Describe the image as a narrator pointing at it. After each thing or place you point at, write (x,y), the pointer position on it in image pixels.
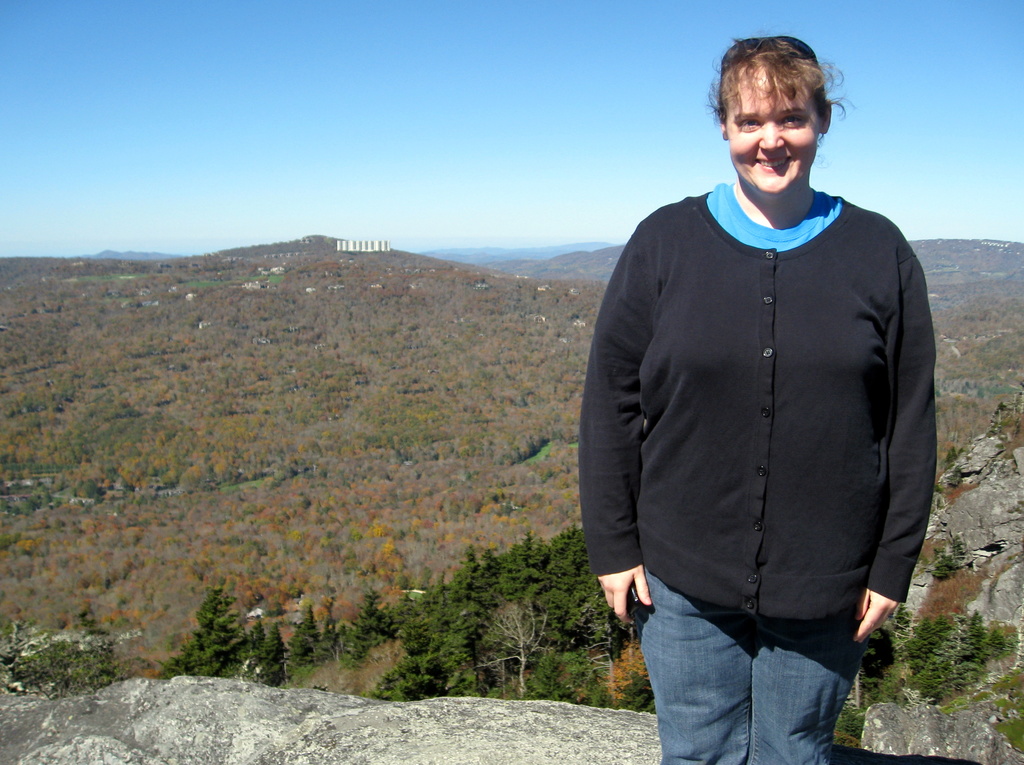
In this picture there is a woman (763,379) who is wearing blue t-shirt (781,243), black sweater (750,463) and jeans (819,723). She is holding a mobile phone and she is smiling. She is standing near to the valley (458,670). In the background (529,650) we can see many trees (400,664) and mountains (537,285). At the top (507,57) there is a sky (505,53).
